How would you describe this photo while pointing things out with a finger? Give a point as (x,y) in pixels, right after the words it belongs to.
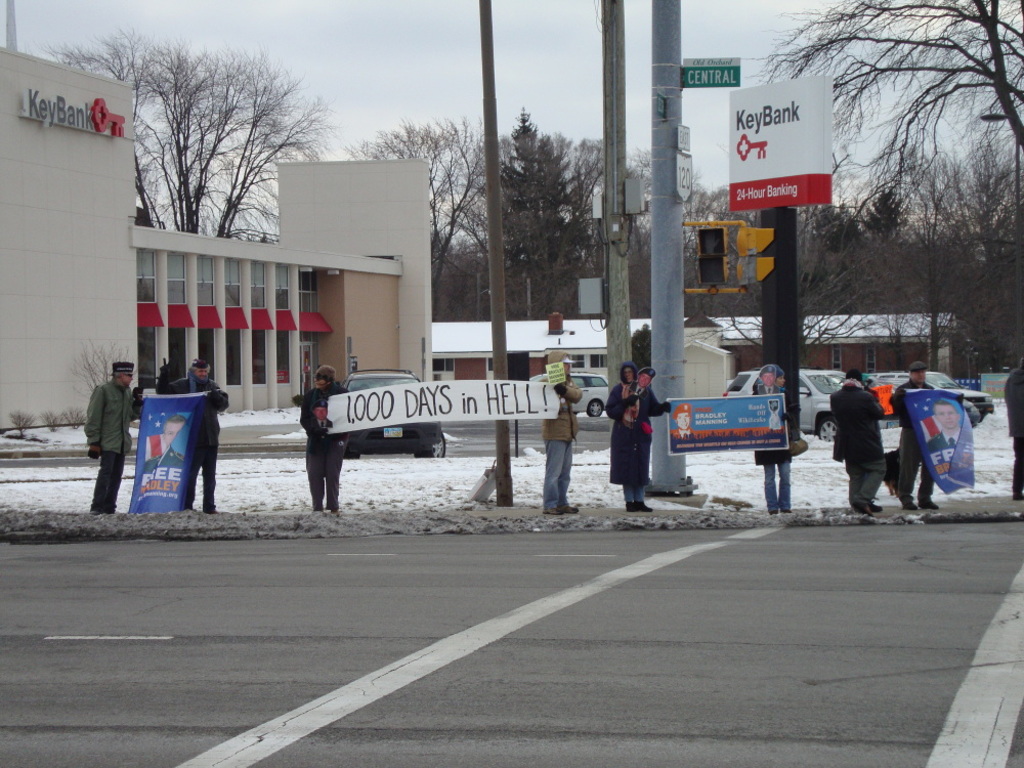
In this image, there are a few people (916,364), vehicles (401,440), buildings (929,352), poles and trees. We can see the ground (747,712) and some boards (180,501) with text (393,403). We can see the sky (509,121) and some snow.
